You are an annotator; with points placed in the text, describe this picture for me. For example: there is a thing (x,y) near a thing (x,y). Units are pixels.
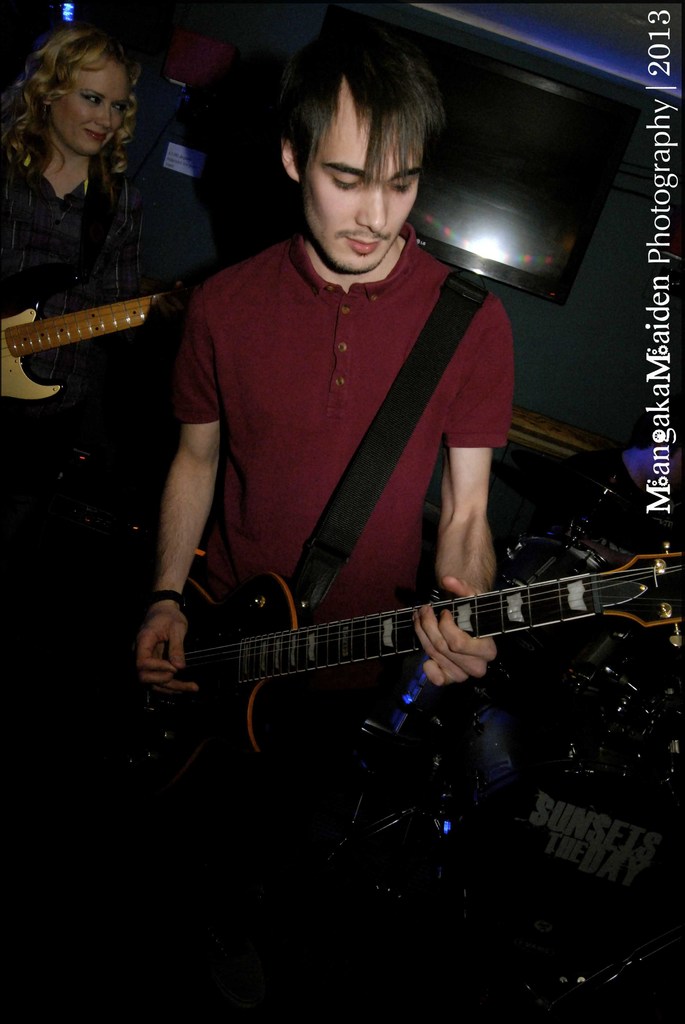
In the image there are two people (229,350) both man (334,385) and woman (25,174). Man (336,372) is holding a guitar (258,635) and playing it on left side (70,354) woman (76,396) is also holding a guitar (49,340) and playing it, in middle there is a lcd display (514,173) which is attached to a wall (616,228).
